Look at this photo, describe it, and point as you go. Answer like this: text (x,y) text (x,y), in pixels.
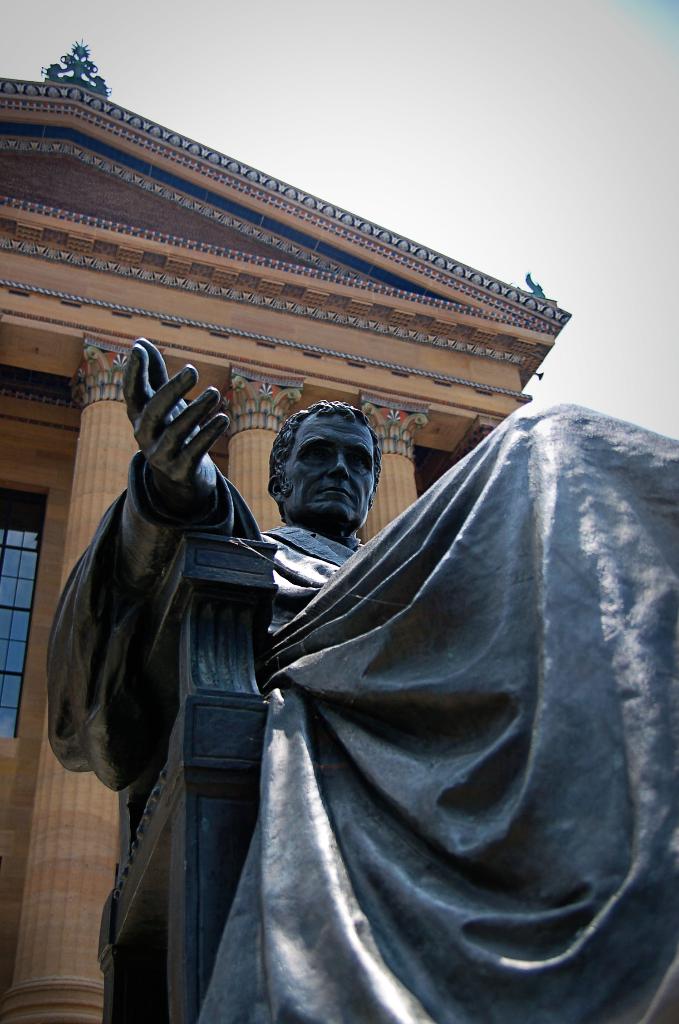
In this image in the foreground (280,593) there is a statue (550,663) of a man (299,572). In the background (193,275) there is a building (208,209). The sky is clear.
